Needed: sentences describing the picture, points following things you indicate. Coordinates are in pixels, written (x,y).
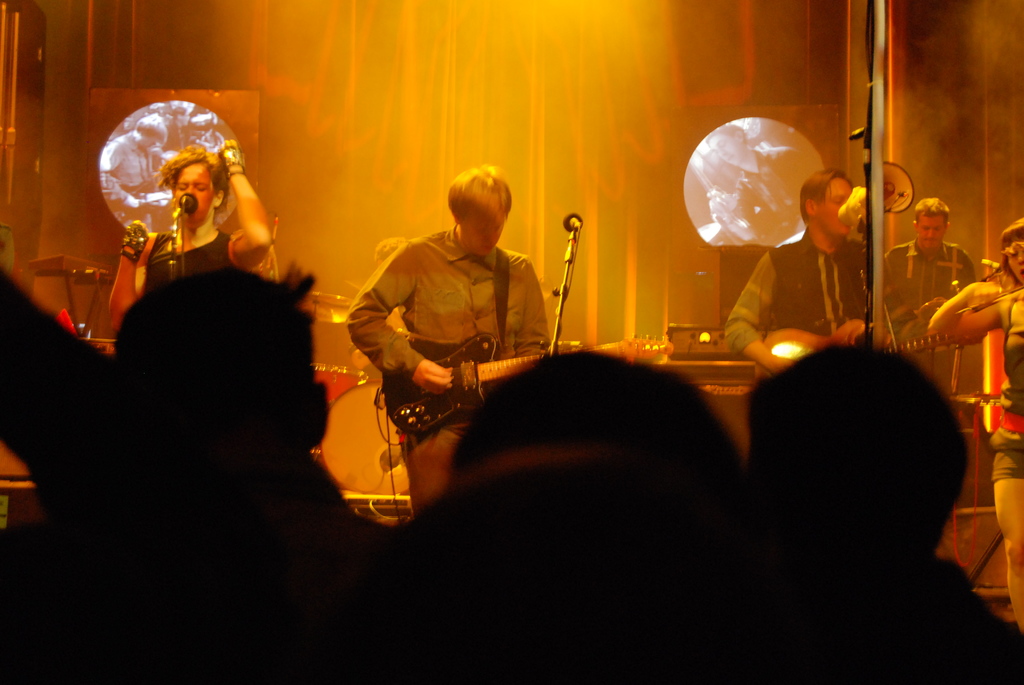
In this picture there are two men (520,324) who are playing a guitar (639,340). There is a woman (191,229) who is singing. There are group of people (580,430) watching the performance.
